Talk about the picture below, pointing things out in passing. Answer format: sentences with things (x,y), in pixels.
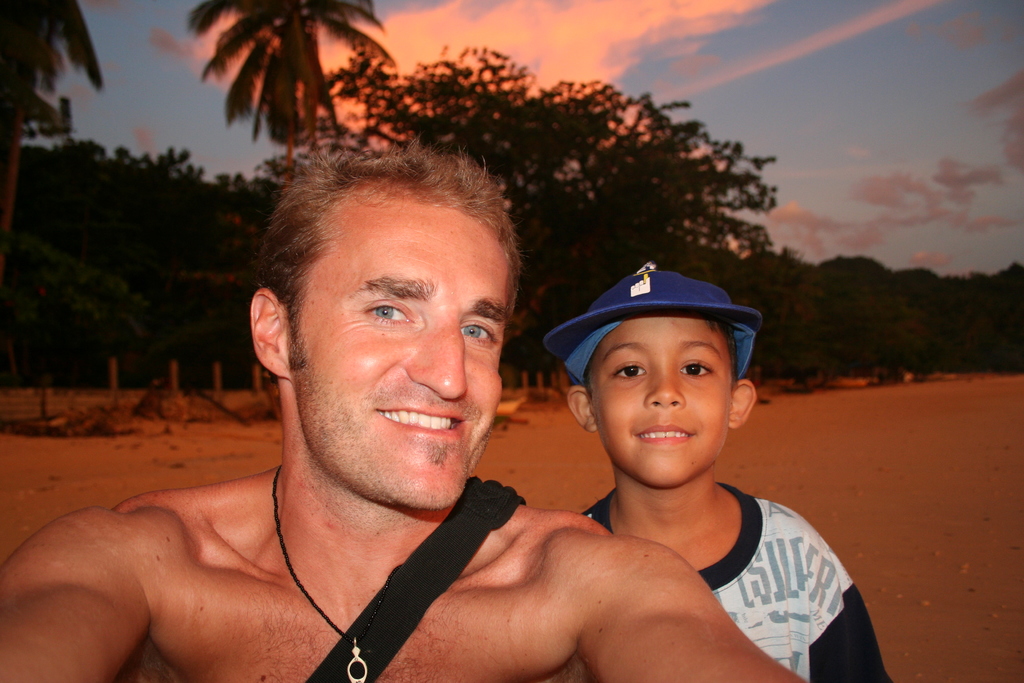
In this picture I can see there is a man (690,638) and a kid (699,502), both are smiling, the boy (670,403) is wearing a cap (692,292), the man (442,402) is wearing a bag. There is sand (900,444), trees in the backdrop (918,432) and the sky (881,215) is cloudy.
